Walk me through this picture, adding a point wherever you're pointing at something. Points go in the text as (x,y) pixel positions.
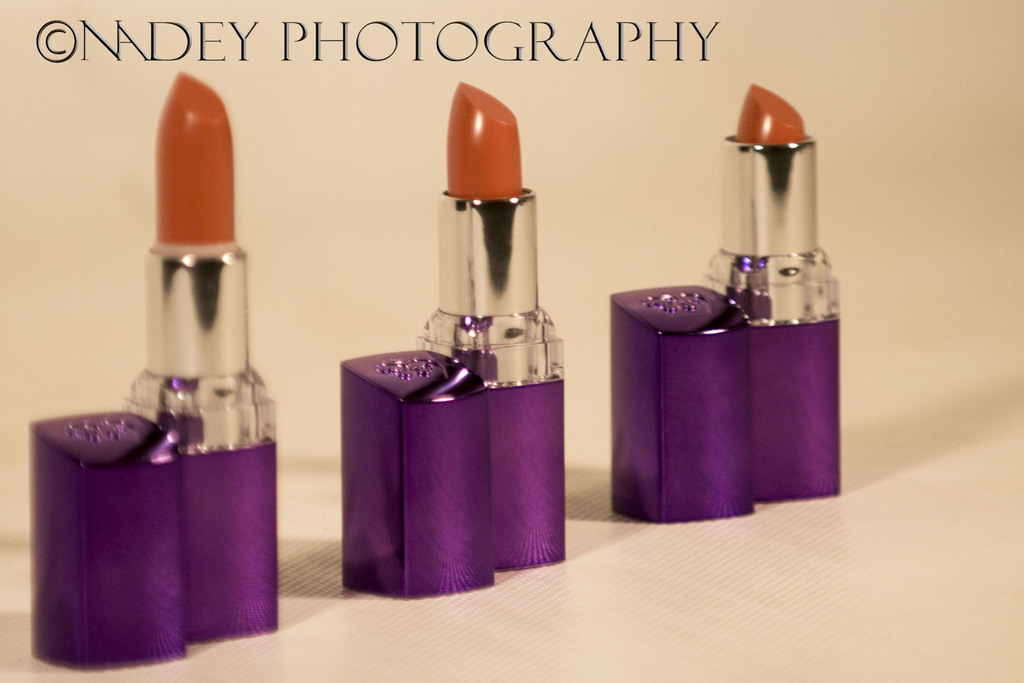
In this image there are lipsticks (403,584) on the white color surface (817,554). There is some text (631,35) on the top of the image (651,27).
